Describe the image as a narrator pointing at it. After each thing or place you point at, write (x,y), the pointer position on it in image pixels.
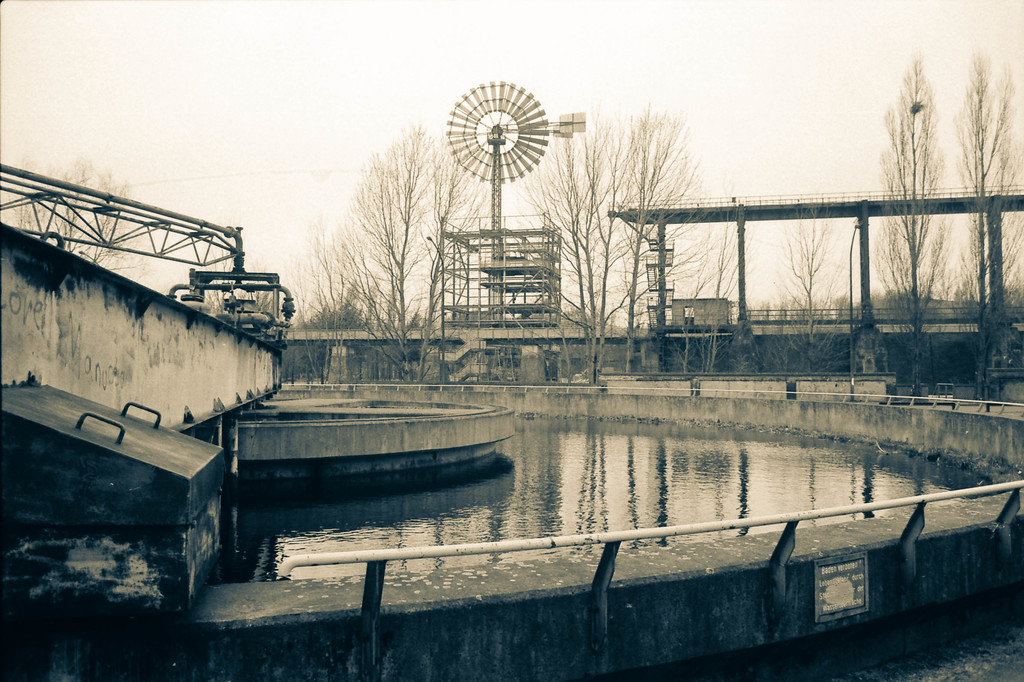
In this image we can see water (628,455), railing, board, poles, tower (466,322), bridge (387,332), trees (398,313), and objects (435,419). In the background (325,230) there is sky (267,61).
